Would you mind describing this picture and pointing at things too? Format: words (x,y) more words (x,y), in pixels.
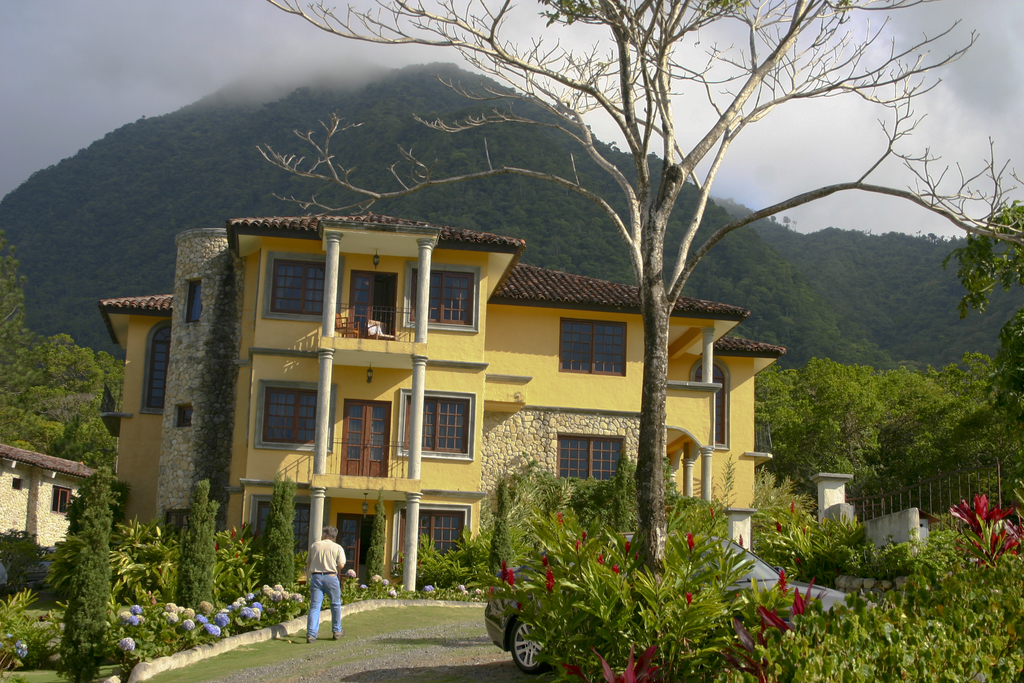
In the picture there is a building (469,342) and around the building (248,491) there are many plants (707,550) and trees (787,470) and there is a car (508,625) beside a tree (650,461) and there is a man (335,557) behind the car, in the background (307,179) there are mountains (174,190).
